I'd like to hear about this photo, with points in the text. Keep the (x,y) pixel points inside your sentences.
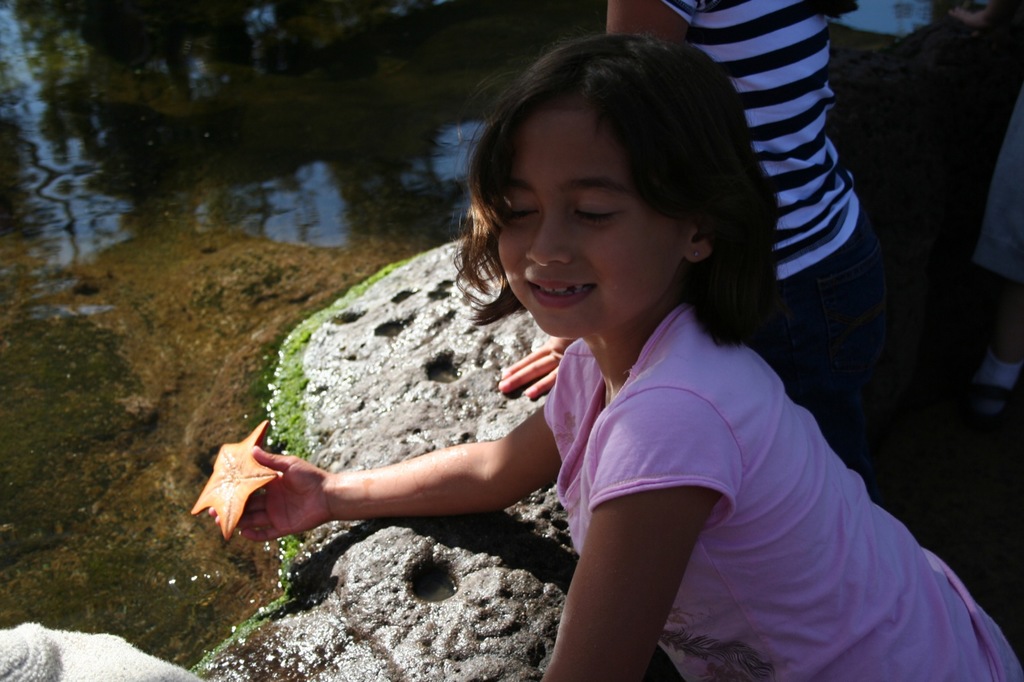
In the center of the image (591,264) we can see a girl (601,545) holding a starfish (241,481) in her hand (261,452). In the background (803,192) there are people (816,244). On the left (245,327) there is water (210,335) and rock (400,384).
